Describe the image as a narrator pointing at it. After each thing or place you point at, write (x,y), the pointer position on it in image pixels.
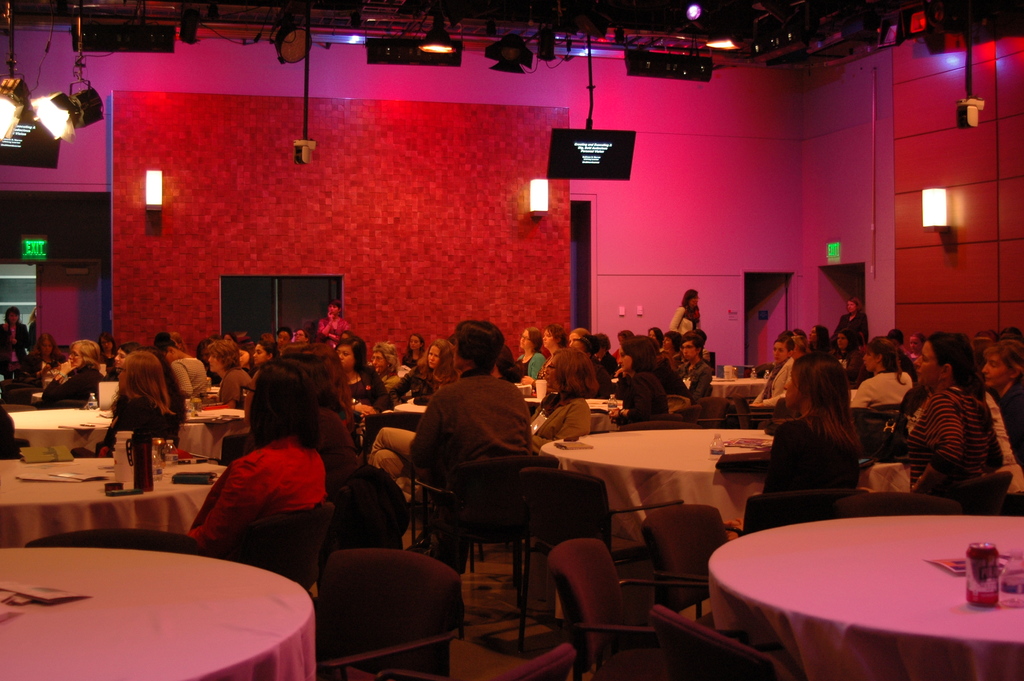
In this image we can see people (561,424) sitting. At the bottom (359,630) there are chairs (654,625) and we can see tables (135,579). There are bottles (145,467), papers (55,479) and glasses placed on the tables (167,577). In the background (180,288) there is a wall (409,184) and we can see lights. On the right (771,275) there is a door (760,296).
